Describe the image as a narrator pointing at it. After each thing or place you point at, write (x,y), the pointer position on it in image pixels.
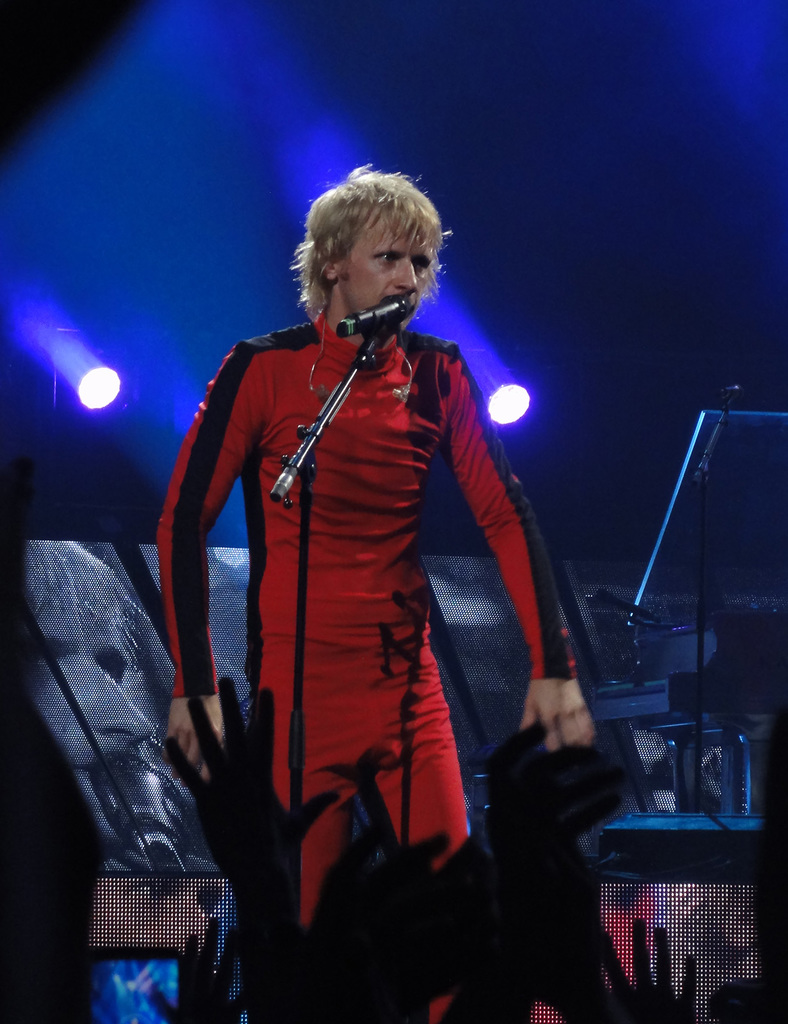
In the foreground of the picture (460,861) there are people's hands (256,929). In the center of the picture (369,443) there is a person (392,454) singing into a microphone (397,305). On the right (712,688) there are stand (706,550), board (743,469) and other objects (689,651). In the background (106,370) there are light (78,384) and a screen (119,661).
